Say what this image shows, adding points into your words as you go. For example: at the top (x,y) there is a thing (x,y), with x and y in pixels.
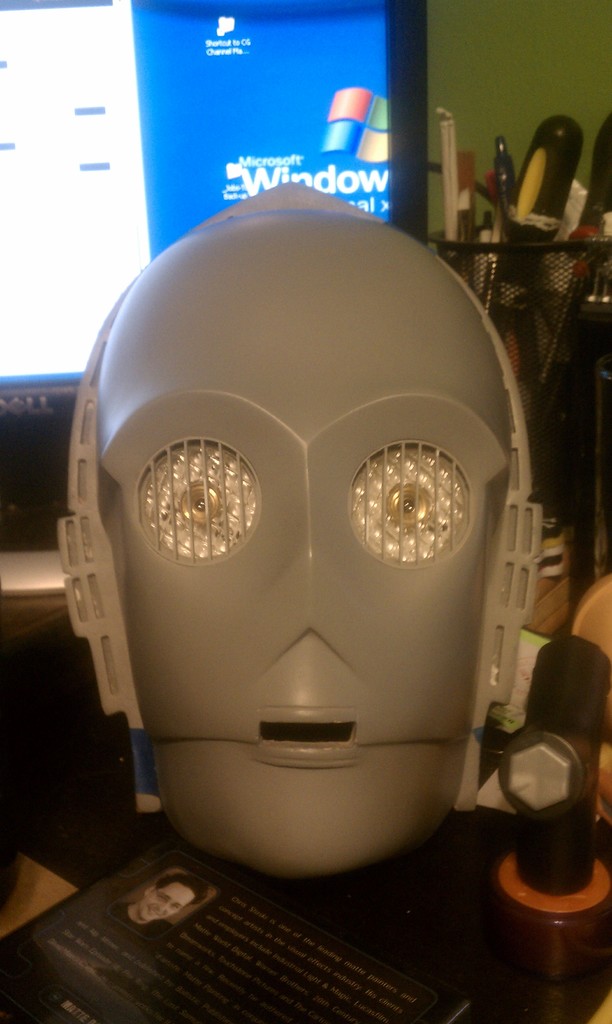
In the center of the picture (273,438) there is a robot like object (314,438). On the left (59,196) there is a desktop (57,64). On the right (587,399) there are pens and other objects (553,667). At the bottom (169,945) there is a visiting card (259,934). In the background (493,56) it is wall (476,54).
